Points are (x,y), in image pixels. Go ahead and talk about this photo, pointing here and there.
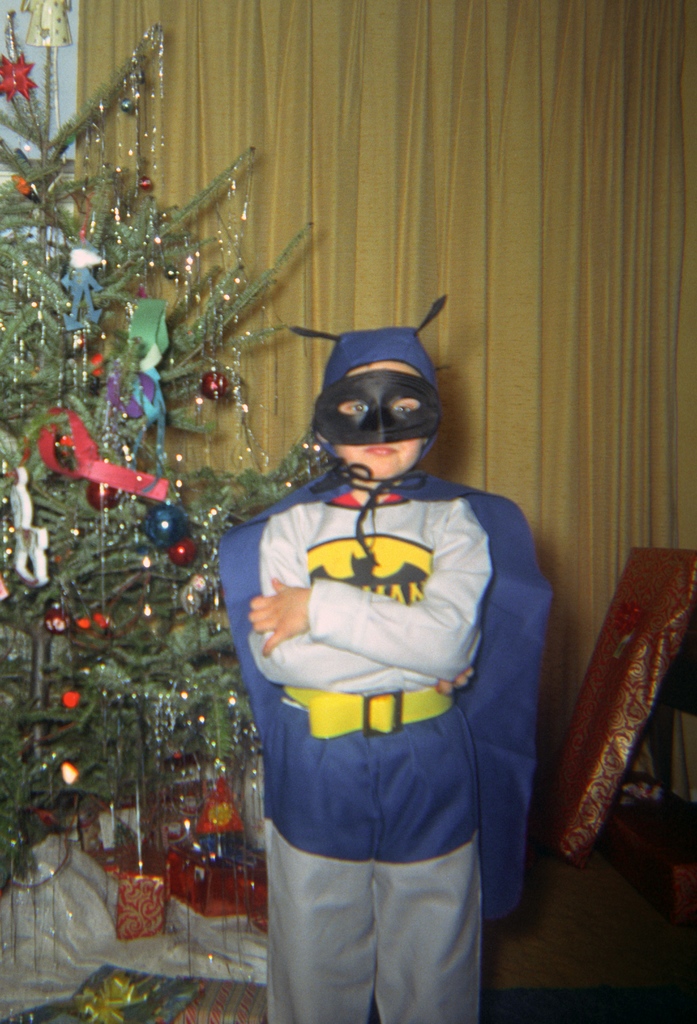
In this image there is a kid (359,726) standing. He is wearing a costume (463,646). Beside him there is a Christmas tree (71,620). Left bottom there are gift boxes (120,1018) on the floor (200,953). Right side there are gift boxes (586,819) on the wooden furniture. Background there is a curtain (397,89). There are different decorative items (88,267) hanging on the Christmas tree (72,388).
